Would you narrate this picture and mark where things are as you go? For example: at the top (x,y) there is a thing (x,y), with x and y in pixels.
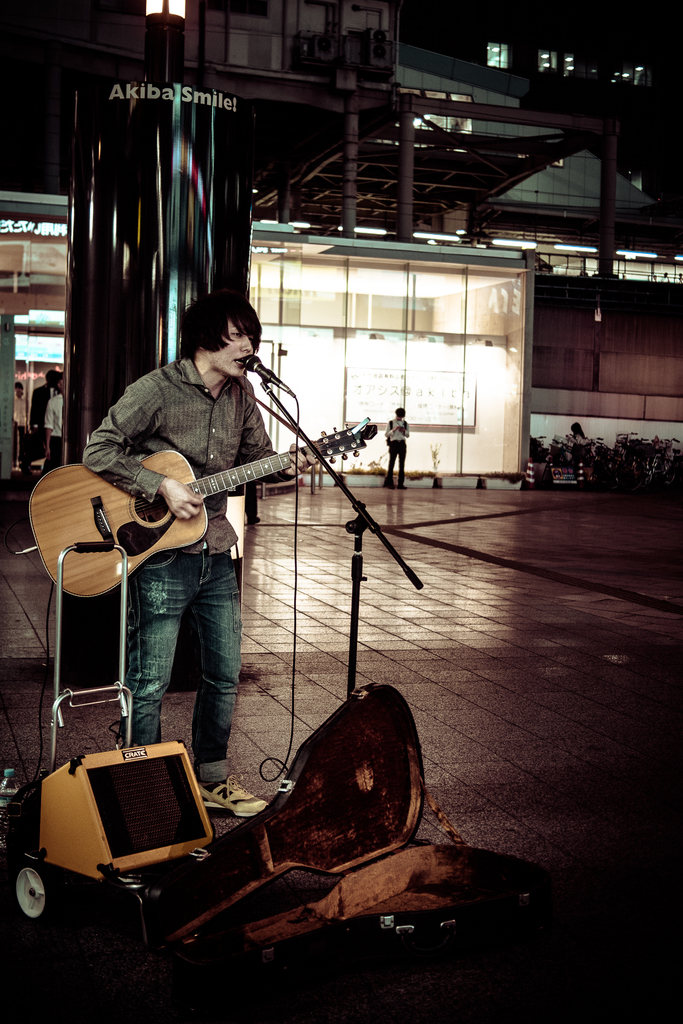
On the background of the picture (438,246) we can see stores (446,282). These are plants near to the store (403,391). We can see few persons (402,437) standing here. We can see a man (245,383) standing in front of a mike (369,523) singing and playing guitar (165,519). These are devices (172,832).
